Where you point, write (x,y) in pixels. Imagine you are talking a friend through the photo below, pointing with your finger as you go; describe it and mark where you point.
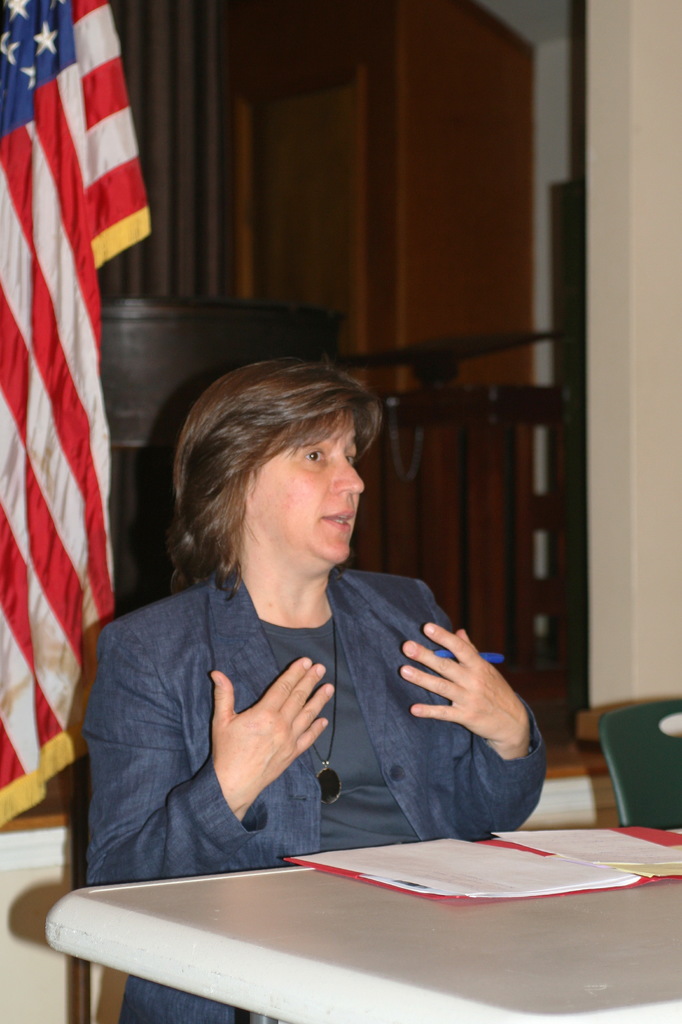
In this image i can see a woman (425,672) sitting in front of a table (466,931). On the table (513,906) i can see few papers (444,865). In the background (110,246) i can see a flag (75,151).
